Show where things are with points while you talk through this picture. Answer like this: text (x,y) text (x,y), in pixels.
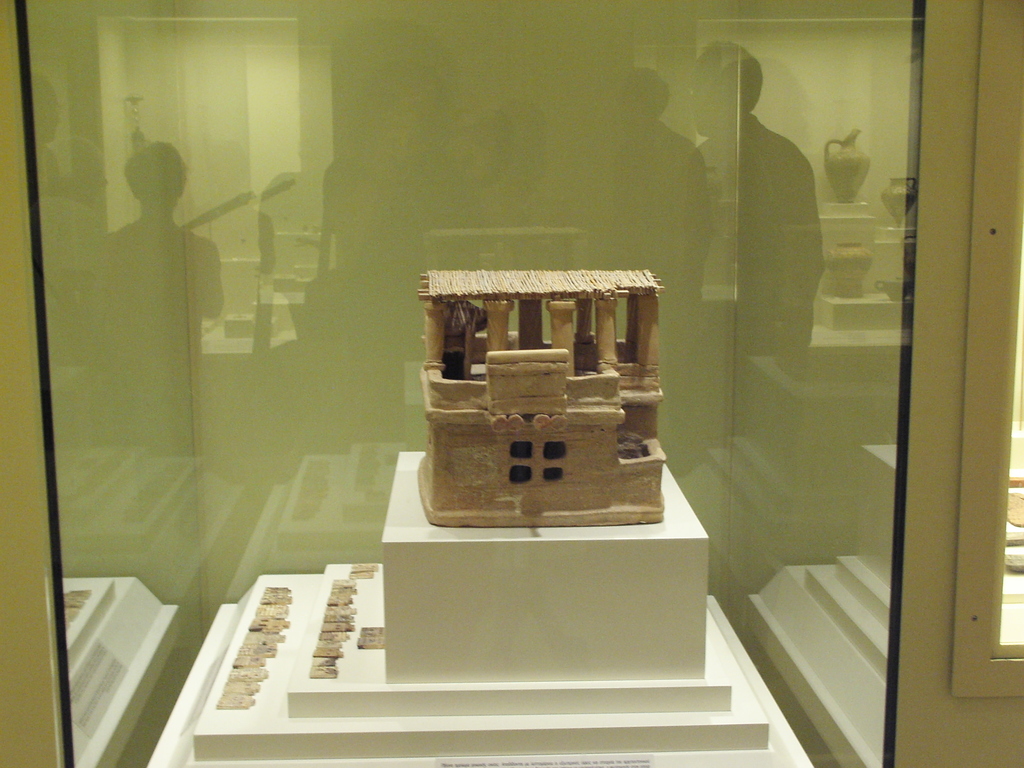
In this picture we can see a scale model house (452,472) and some items (333,599) on the object (424,579). In front of the scale model (512,423), there is a glass (67,221) and on the glass (664,147) we can see the reflection (714,244) of people (761,168) and some objects (858,161).
